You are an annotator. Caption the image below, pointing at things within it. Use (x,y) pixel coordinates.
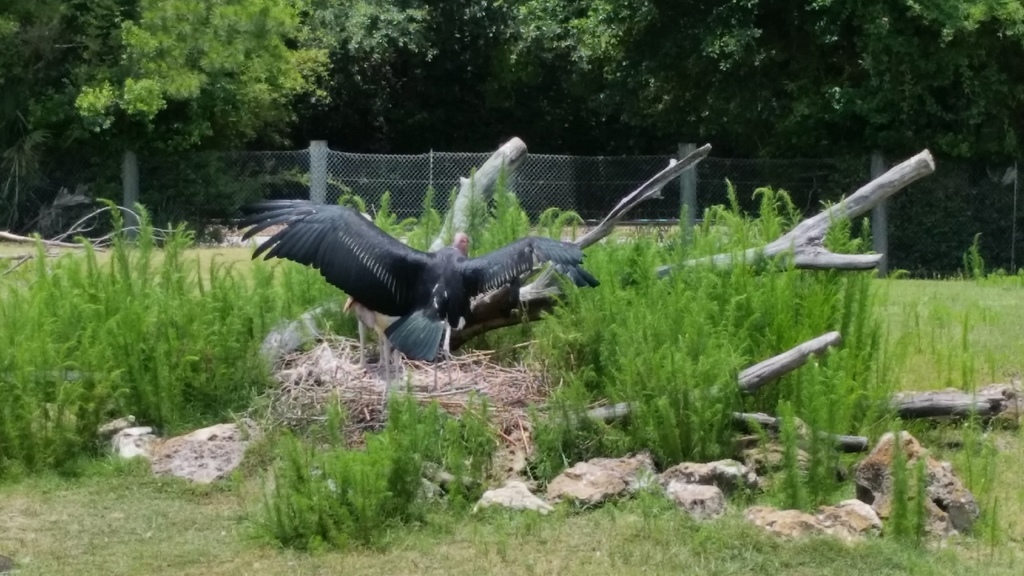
In this picture I can see the black color bird (442,275) near to the nest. Beside that I can see the plants (450,447) and grass (571,552). At bottom (748,478) I can see small stones (690,485). In the background (477,107) I can see many the trees (63,60), plants (8,148) and fencing (468,170).
